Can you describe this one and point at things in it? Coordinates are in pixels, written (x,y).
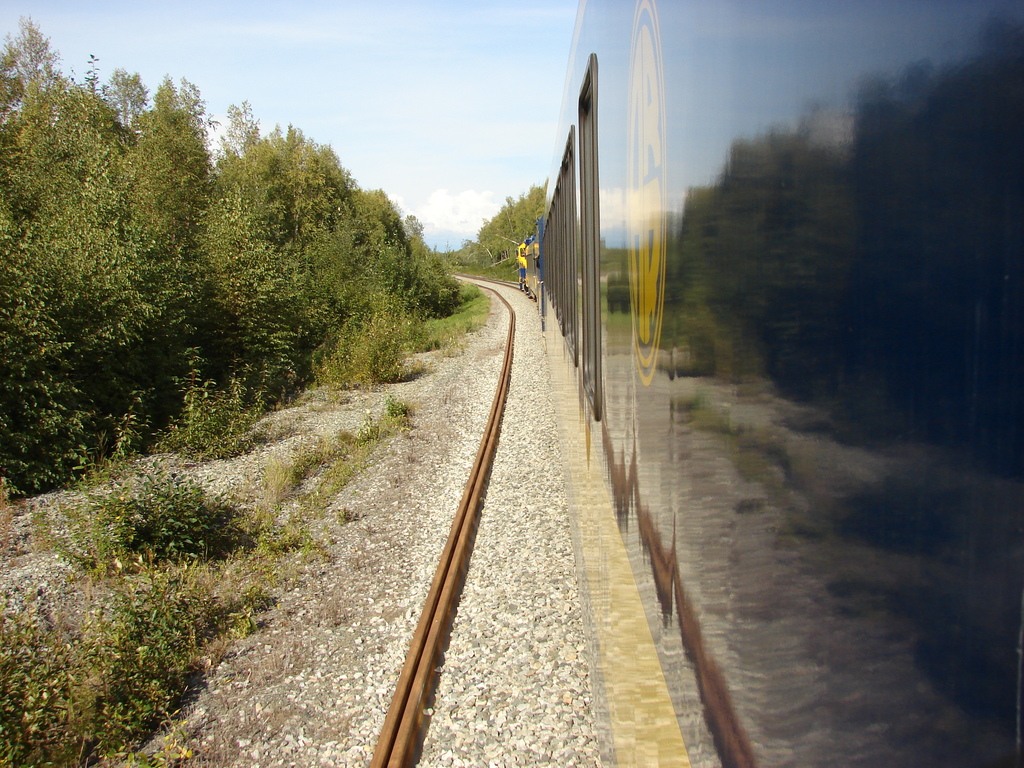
This image is clicked outside. There is a train (752,165) on the right side (750,354). There are trees (212,259) on the left side (186,272). There is sky (62,63) at the top (313,65).
